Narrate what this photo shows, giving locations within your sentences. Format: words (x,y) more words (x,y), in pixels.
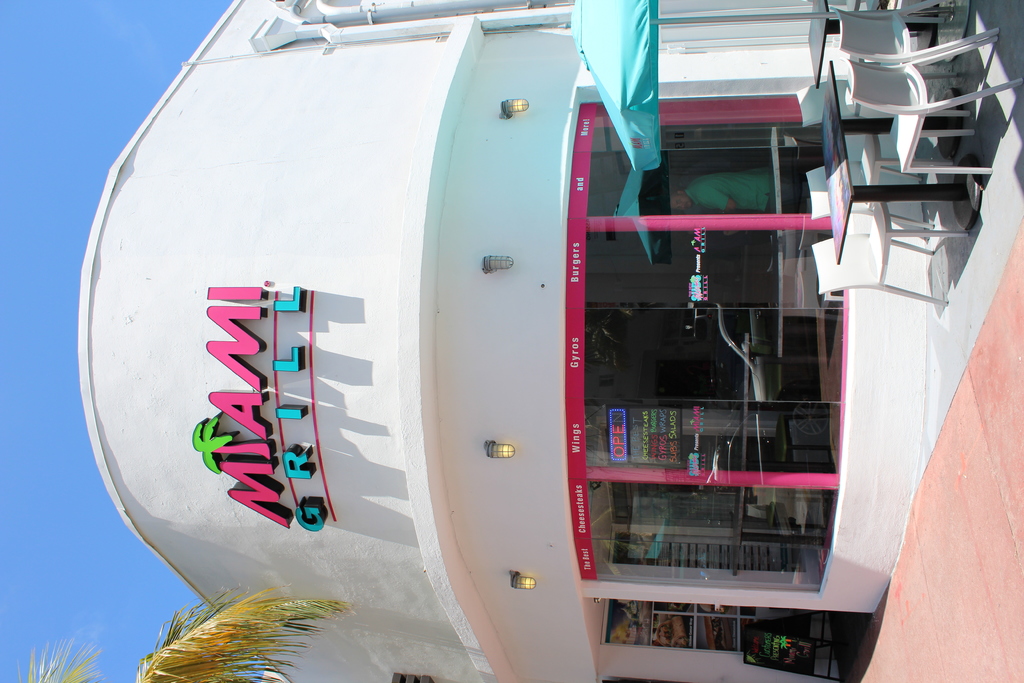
In this image, we can see a store (423,466) with glass walls (665,382). Through the glass wall (740,426), we can see the inside view. There are so many things (660,443) we can see. In the middle of the image (633,419), we can see few lights (499,447). Top of the image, there are few pipes (316,22). Tables (833,24) and chairs (839,38) we can see here. At the bottom (229,655), we can see a tree leaves (197,655) and footpath (932,613). Left side of the image (43,337), there is a clear sky (30,300).
